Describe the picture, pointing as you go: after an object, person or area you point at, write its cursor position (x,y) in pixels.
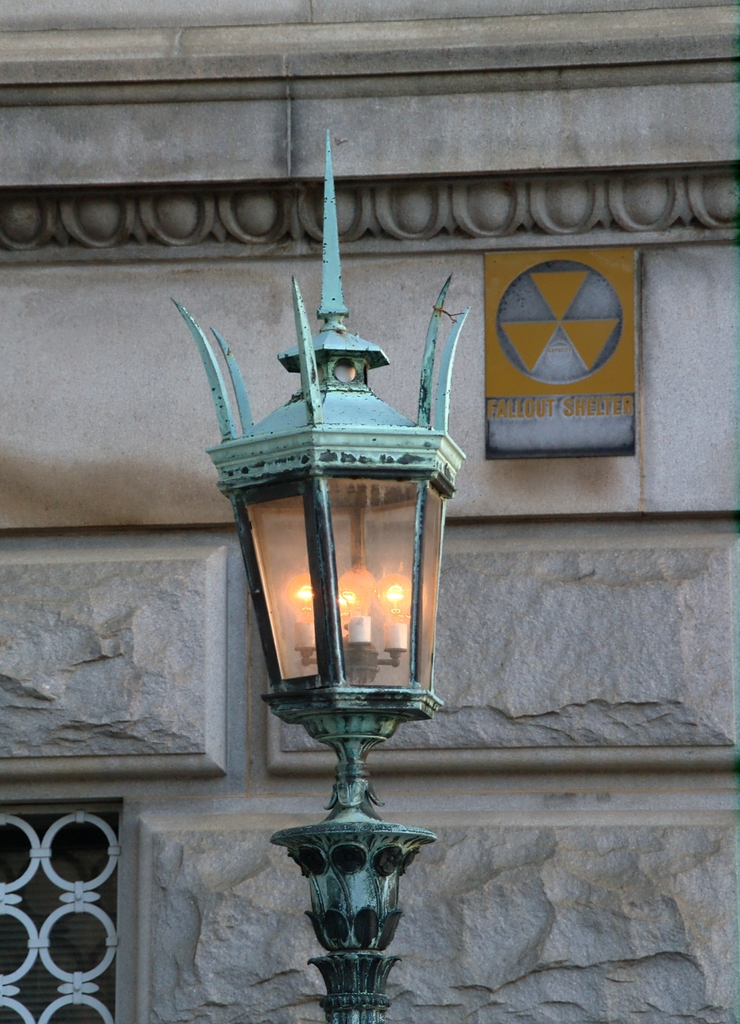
In this picture we can see the green color lamp post (346,718) in the front (336,748). Behind there is a granite wall (220,883) and white color window grill (56,924).
